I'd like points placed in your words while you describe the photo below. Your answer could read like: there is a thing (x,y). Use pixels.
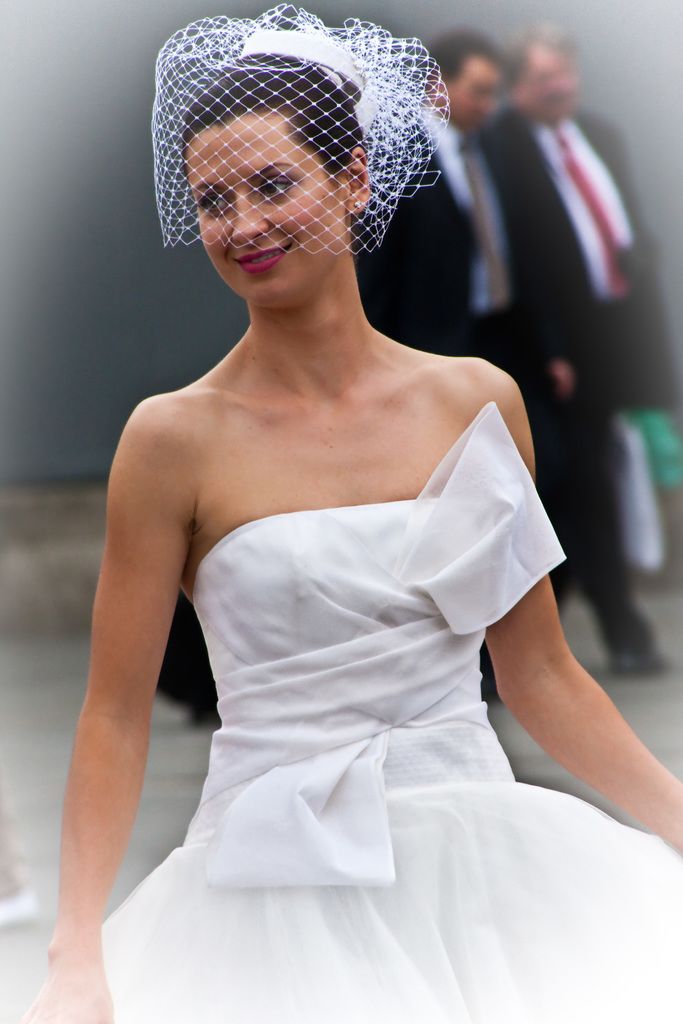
In this picture we can see a woman (334,940) wore a white dress (277,705), veil (252,95) and smiling and at the back of her we can see some objects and two men (509,185) wore blazers (423,190), ties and in the background (676,417) we can see the wall (655,150).
